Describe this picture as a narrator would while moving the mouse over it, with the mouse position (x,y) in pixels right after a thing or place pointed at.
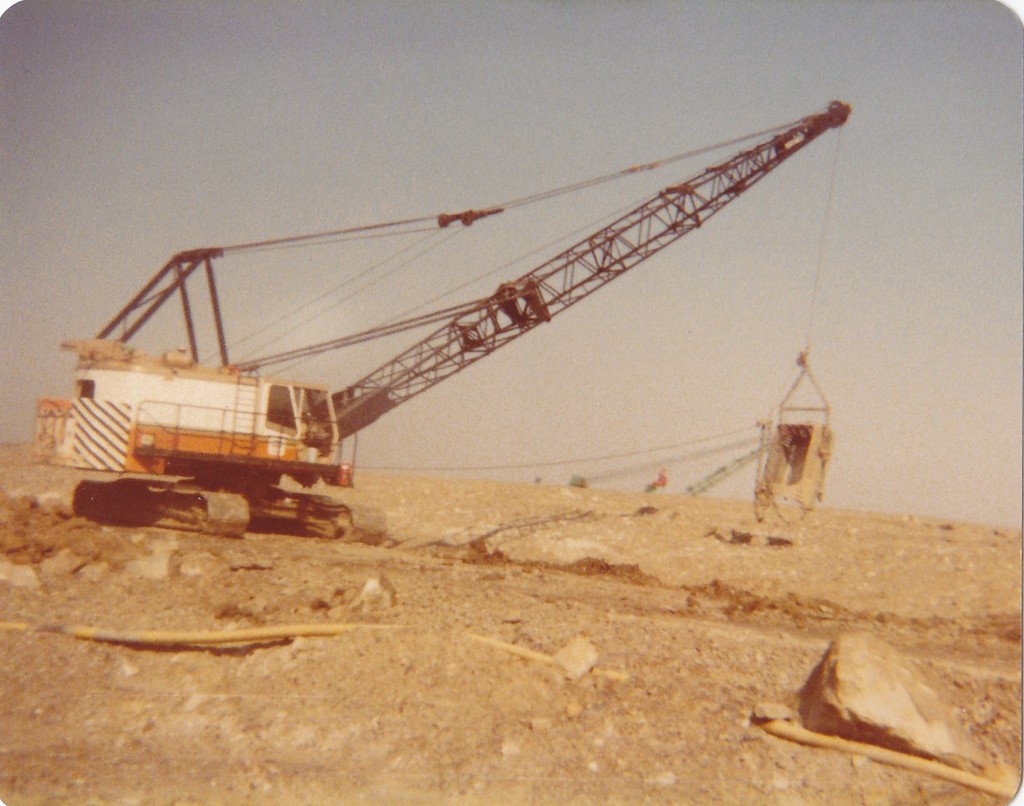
In this image we can see a crane (240,430) on the ground (632,525), there are some stones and wires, in the background (400,194), we can see the sky (601,140).
